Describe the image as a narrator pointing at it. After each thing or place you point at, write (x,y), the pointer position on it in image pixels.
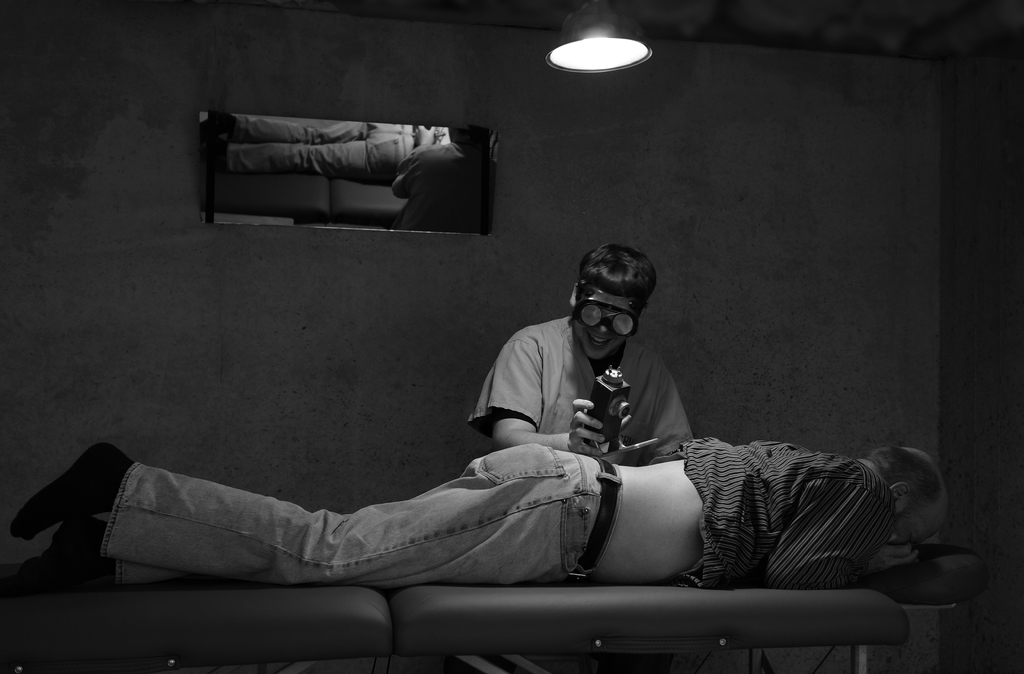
In this picture we can see two person (651,549), a person (578,434) in the background (583,406) is holding something, there is a person (611,527) laying on a bed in the front (539,517), in the background (431,277) there is a wall (392,264), we can see a mirror (371,187) on the wall (379,261), there is a light (567,52) at the top of the picture (600,41).
